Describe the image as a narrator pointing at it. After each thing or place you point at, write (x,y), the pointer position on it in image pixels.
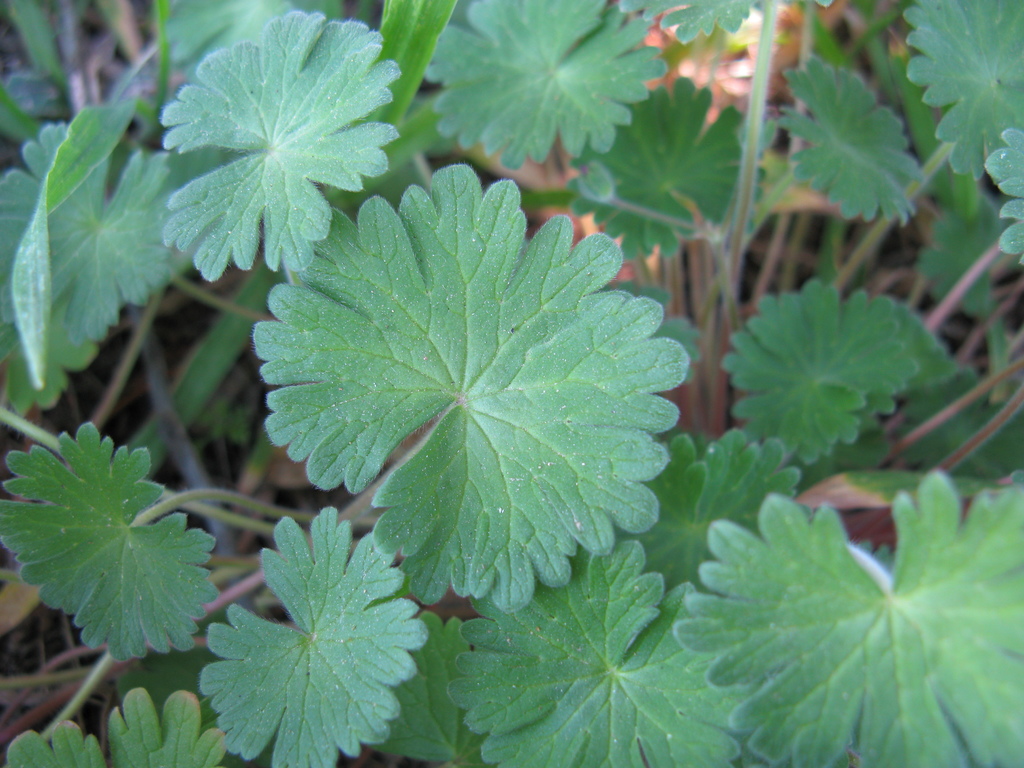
Here, we can see some green color leaves (956,215) and there are some stems (701,292) of the plants (618,330).
